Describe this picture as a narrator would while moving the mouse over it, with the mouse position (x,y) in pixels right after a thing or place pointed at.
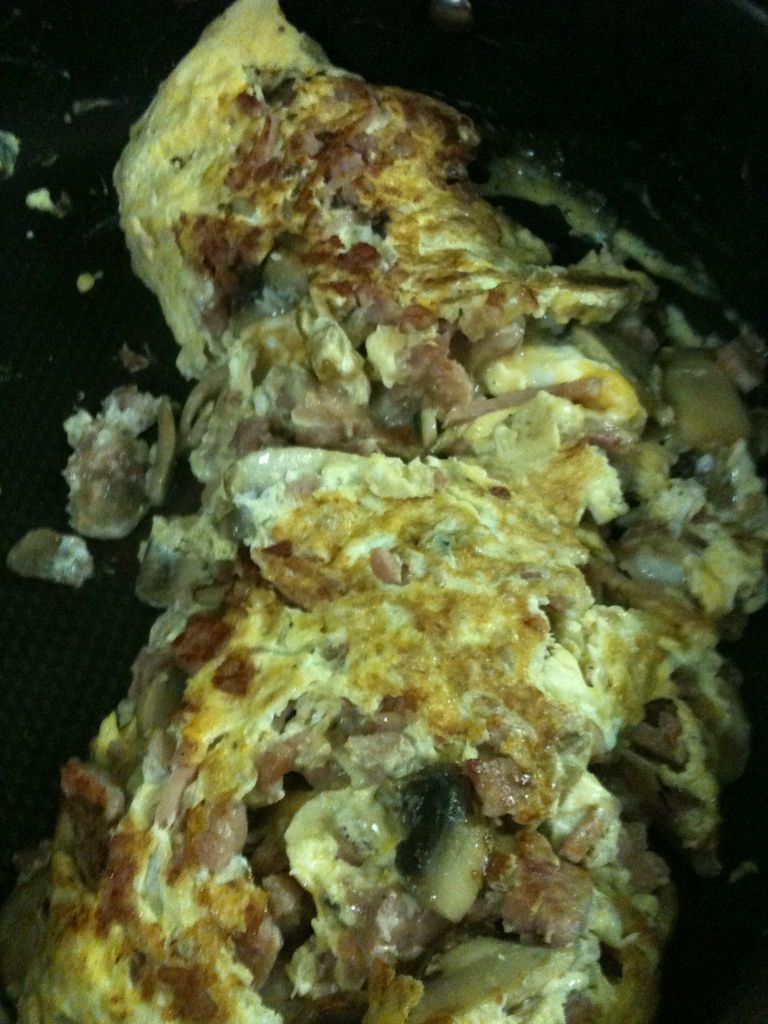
In this image, we can see some food item (166,240) in a container (693,195).
